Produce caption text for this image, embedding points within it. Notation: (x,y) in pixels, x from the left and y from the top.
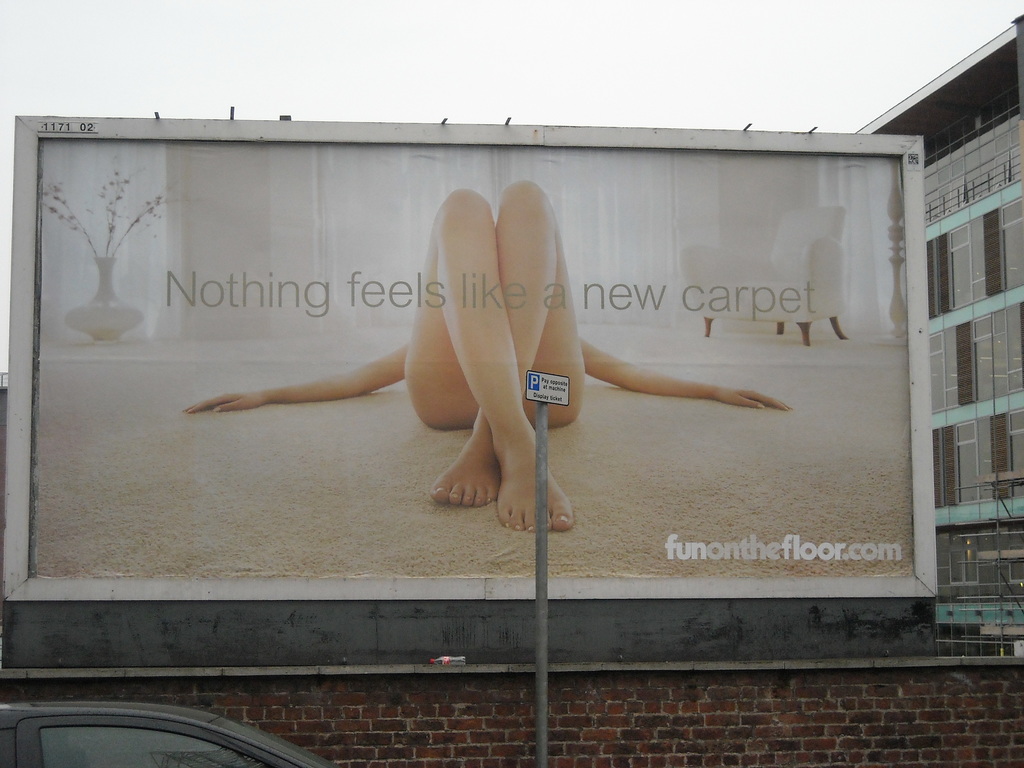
In this image we can see a banner (837,425). On banner (731,538) we can see some text (578,297) written and a woman (571,382) is lying on the floor (177,456). At the bottom of the image (534,718), one pole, brick wall (518,711) and car (181,728) is there. Right side of the image (950,397), building (950,422) is present. At the top of the image (594,54), sky (412,46) is there which is in white color.
